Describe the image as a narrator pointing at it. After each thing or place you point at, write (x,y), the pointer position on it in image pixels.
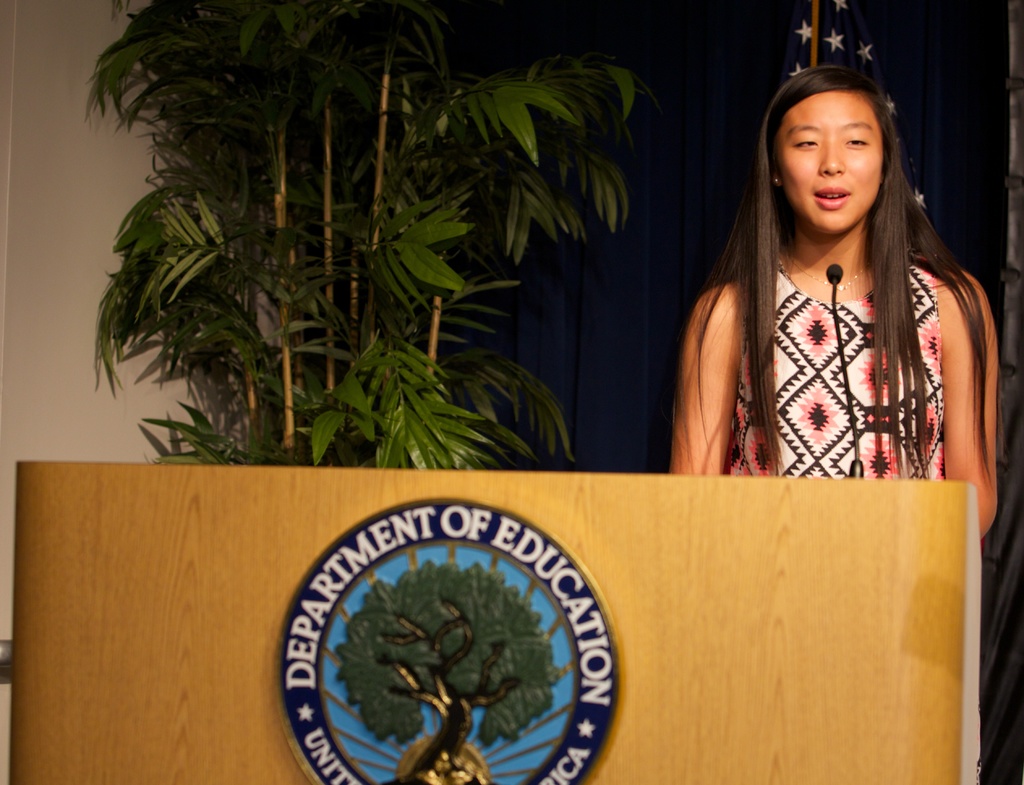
In the picture there is a woman (879,247) standing near the podium (762,663), on the podium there is a microphone (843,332) present to the stand (667,565), there is a symbol (410,724) present with some text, behind the woman (791,167) there is a houseplant (364,130), there is a curtain (696,200), there may be a flag (895,111).
